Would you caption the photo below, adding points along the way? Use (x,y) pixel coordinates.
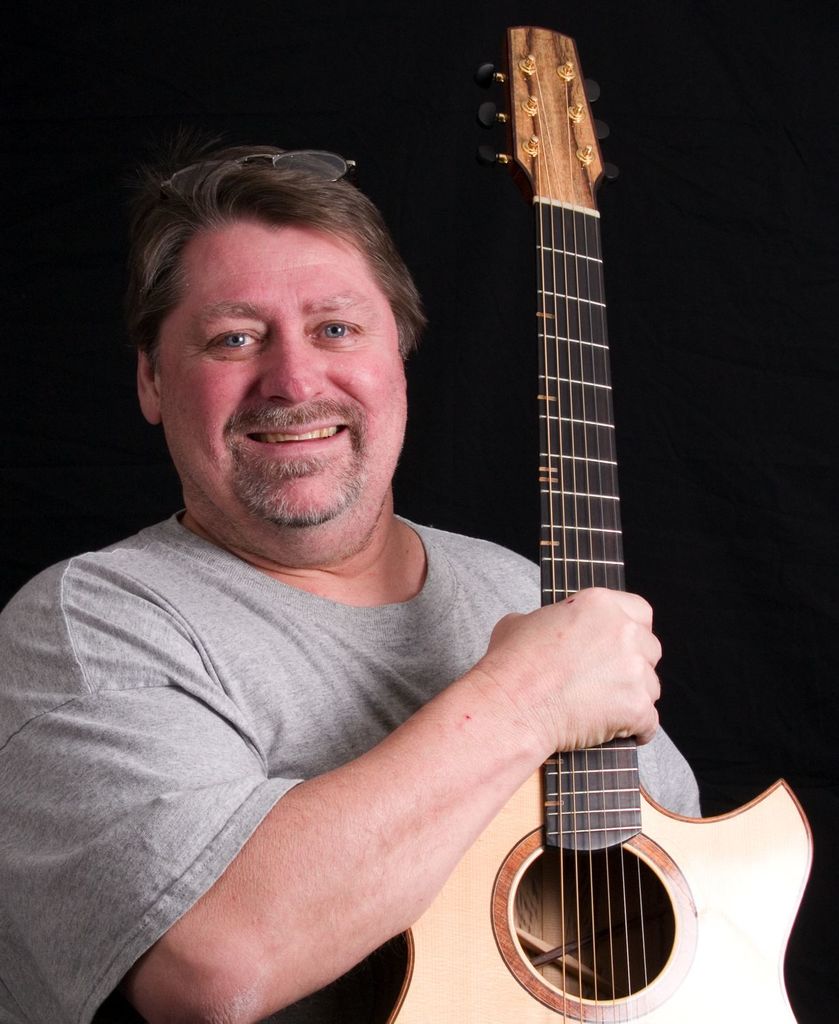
Here we can see a man (332,295) with a guitar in his hand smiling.
